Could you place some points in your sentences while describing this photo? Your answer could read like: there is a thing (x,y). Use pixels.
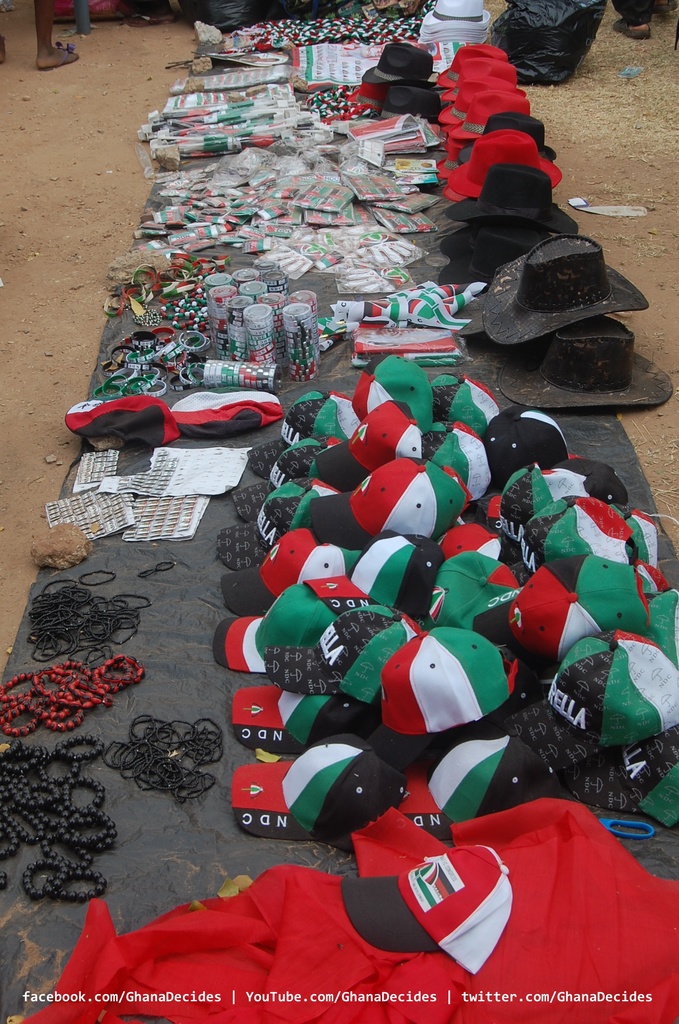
In this image there are hats (441,542), flags (322,229), papers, wristbands (177,352), bracelets (202,323) and some other items (374,176) on the cloth (215,165) which is on the floor (34,183), and in the background (595,18) there are black color covers (526,66), a person (46,44) and watermarks (137,998) on the image.
